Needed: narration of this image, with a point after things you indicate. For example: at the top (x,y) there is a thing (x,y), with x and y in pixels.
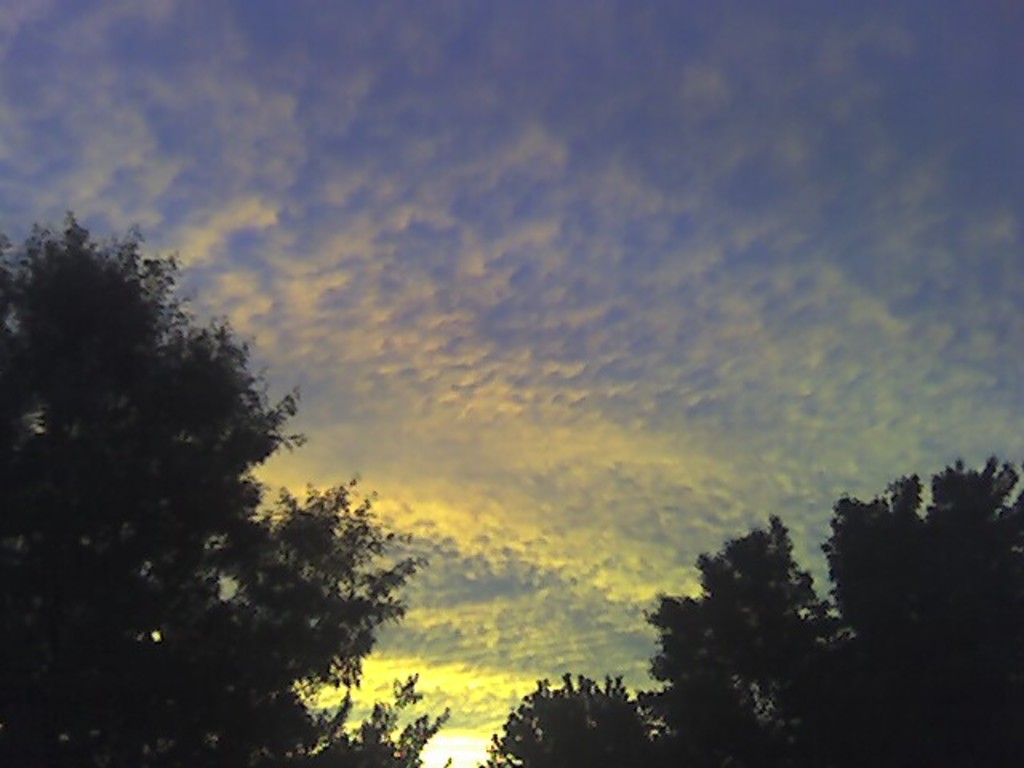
In this image I can see trees (326,588) and the sky (476,432). This image is taken may be in the evening.
